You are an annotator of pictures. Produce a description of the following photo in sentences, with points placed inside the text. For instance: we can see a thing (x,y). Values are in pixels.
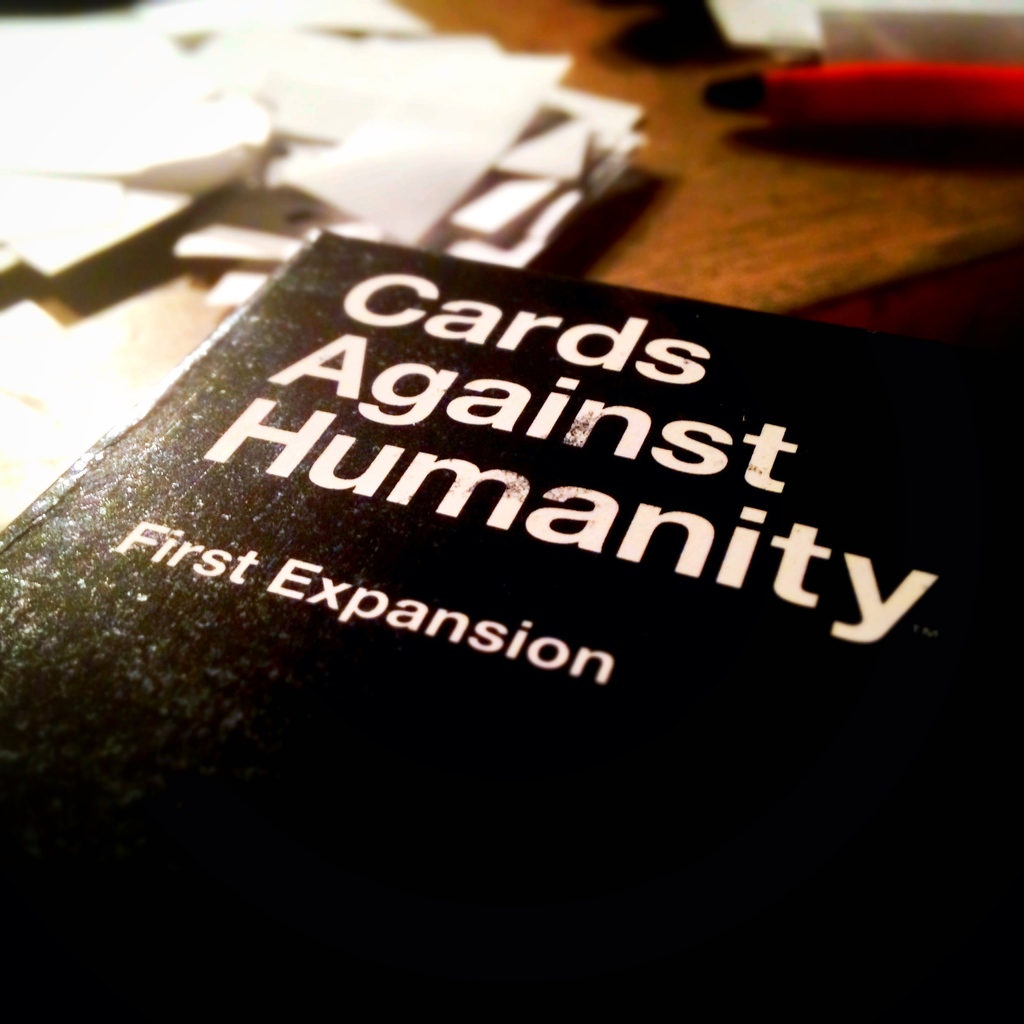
In this image I can see a card game box (477,461) and papers (47,29) on the table (760,225). This image is taken in a room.
